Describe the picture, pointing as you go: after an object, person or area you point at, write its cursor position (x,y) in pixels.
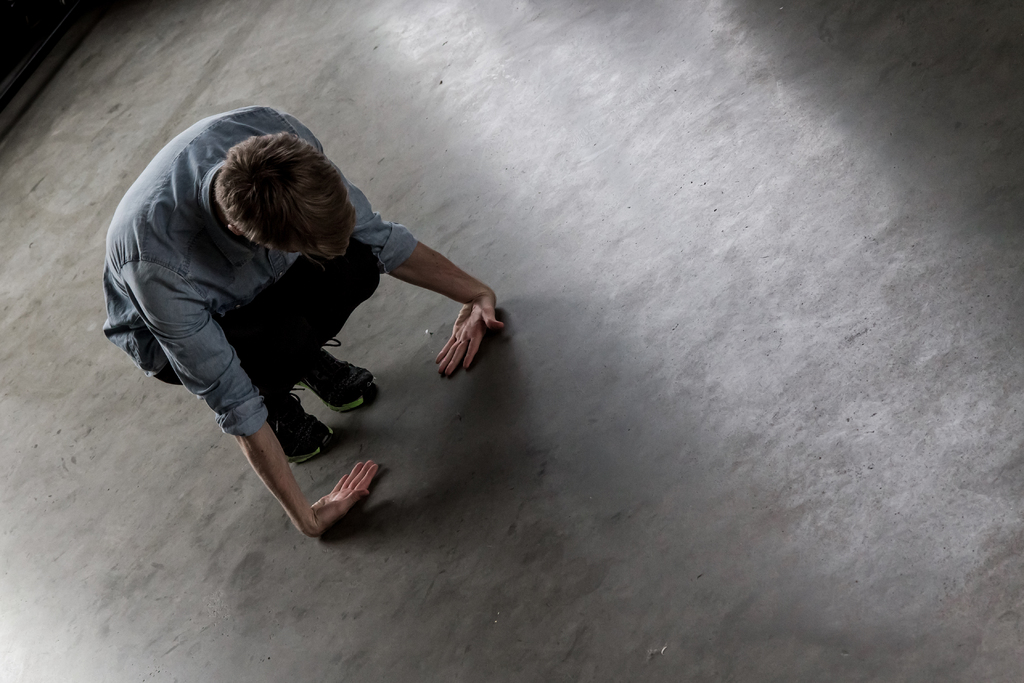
In this picture I can see there is a person (186,303) sitting in the squatting position and he placed his hands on the floor (445,60).
